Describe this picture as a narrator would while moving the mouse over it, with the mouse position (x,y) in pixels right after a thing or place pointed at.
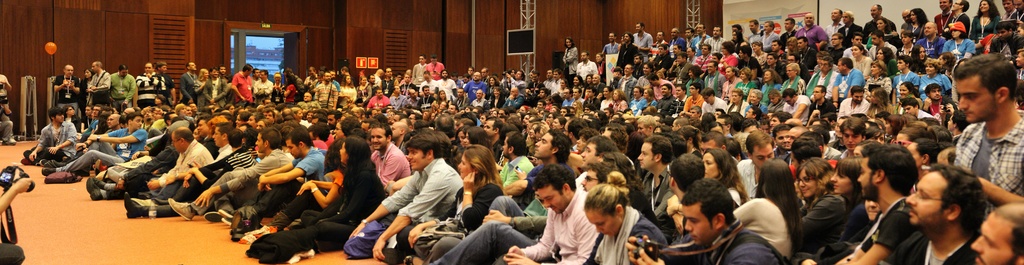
Many people (541,129) are present in a room (210,43). Few people (998,121) are standing. There is a door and sign boards (371,62) at the back (275,62). A person (5,202) at the left (5,206) is holding a camera (5,182).
